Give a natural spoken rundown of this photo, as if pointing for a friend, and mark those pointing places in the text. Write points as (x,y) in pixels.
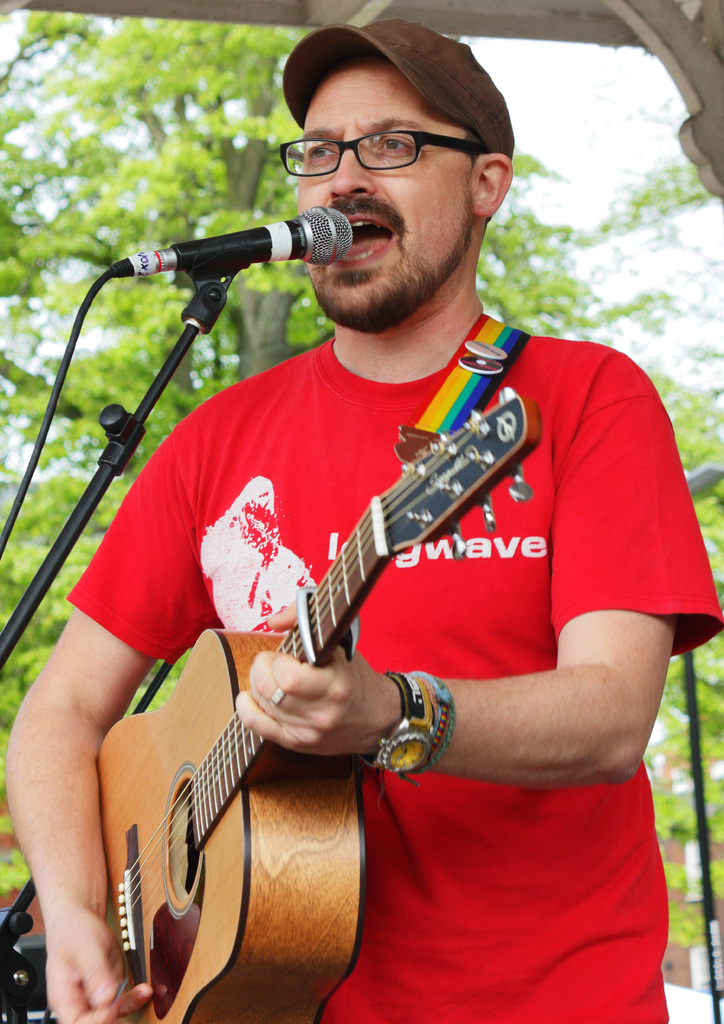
In the image we can see one person (410,416) he is singing we can see his mouth (363,232) is open. And he is playing guitar (152,780) in front of him there is a microphone (341,215). Coming to the background (162,107) there is a tree (200,143).
